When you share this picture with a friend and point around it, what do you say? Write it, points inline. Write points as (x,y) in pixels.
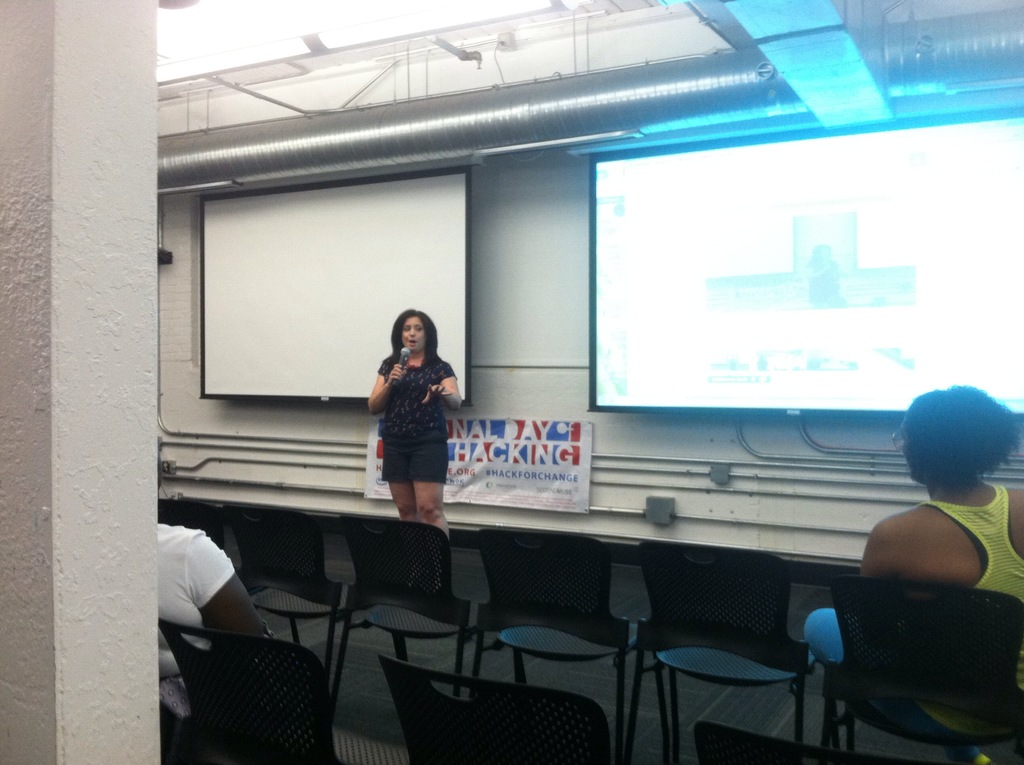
In this image I can see three people (929,419) where two of them are sitting and one is standing. On this wall (567,324) I can see a screen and a projector's screen (436,304).
